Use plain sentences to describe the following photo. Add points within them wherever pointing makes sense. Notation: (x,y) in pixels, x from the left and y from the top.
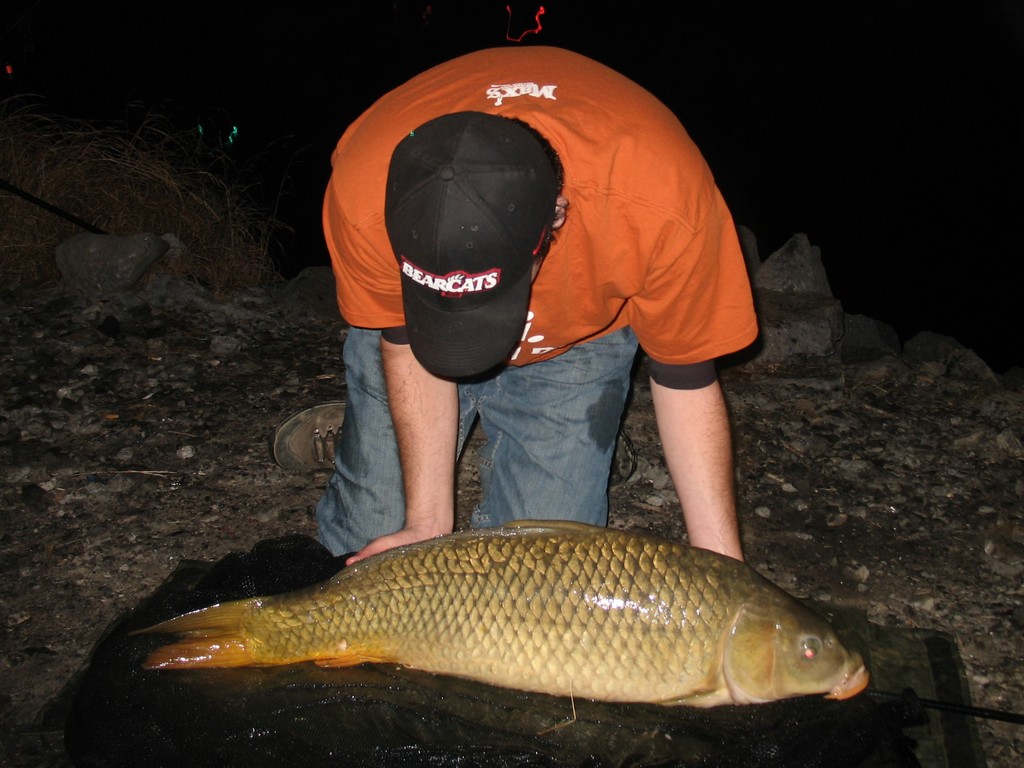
In this image there is a fish (344,653) on the mat (538,705). The mat (244,723) is on the ground (68,638). Behind the fish (500,541) there is a person (488,268) kneeling on the ground (669,485). The person (493,263) is wearing a cap (453,278). Behind the person (491,271) there are rocks (787,286) and grass (79,192) on the ground (65,619). The background (306,58) is dark.
